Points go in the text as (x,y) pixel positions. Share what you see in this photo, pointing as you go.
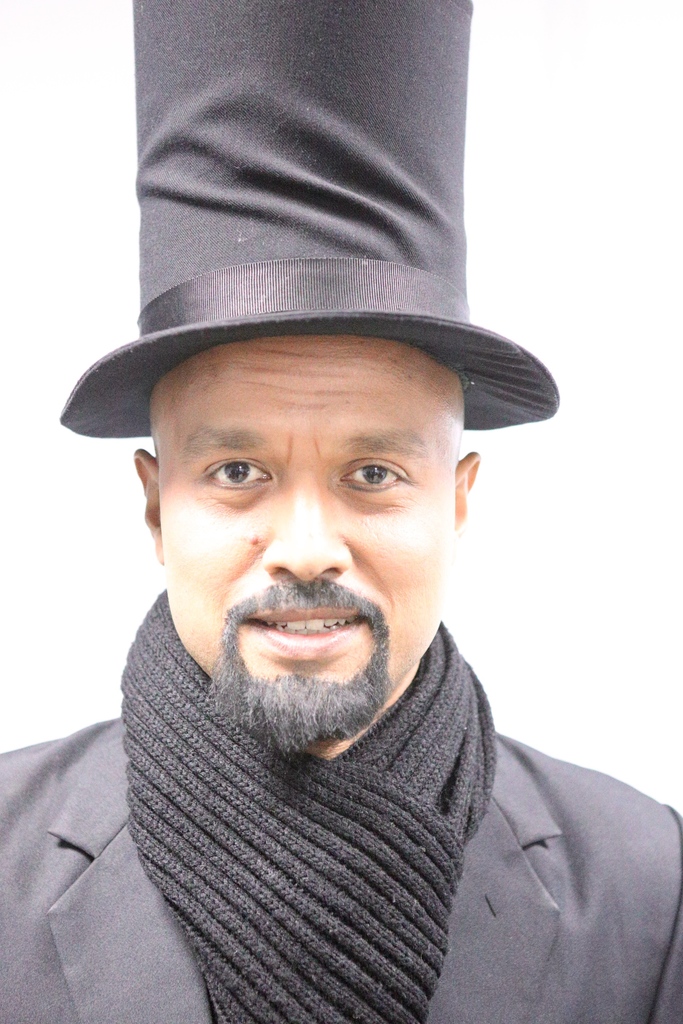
In this image, we can see a man (315,588) wearing a hat (300,224). In the background (30,539), we can see the white color.
